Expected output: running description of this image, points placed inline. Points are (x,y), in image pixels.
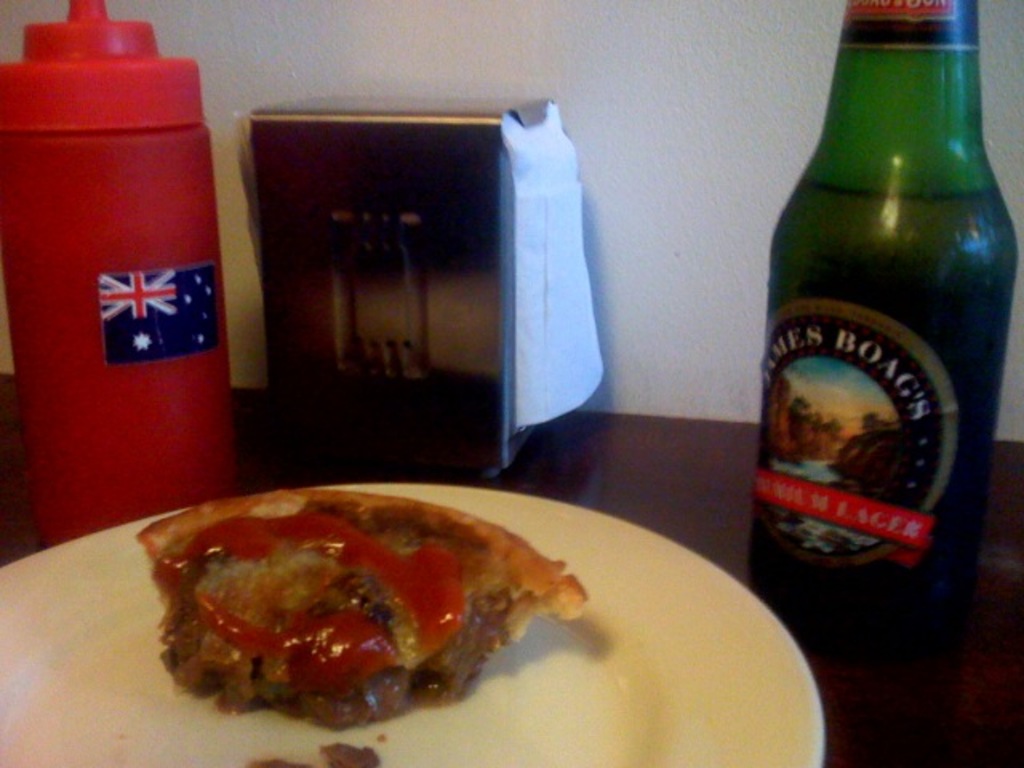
This image is clicked inside. On the right (915,73) there is a bottle (924,178) containing some drink (961,315) which is placed on the top of the table (943,700). On the left (58,72) there is a red color bottle (93,205) seems to be containing a sauce (157,391) and there is a stand (379,179) next to that bottle (190,388). In the foreground (183,545) there is a plate (528,710) containing some food (342,644) in it. In the background (698,75) there is a wall (659,48).
